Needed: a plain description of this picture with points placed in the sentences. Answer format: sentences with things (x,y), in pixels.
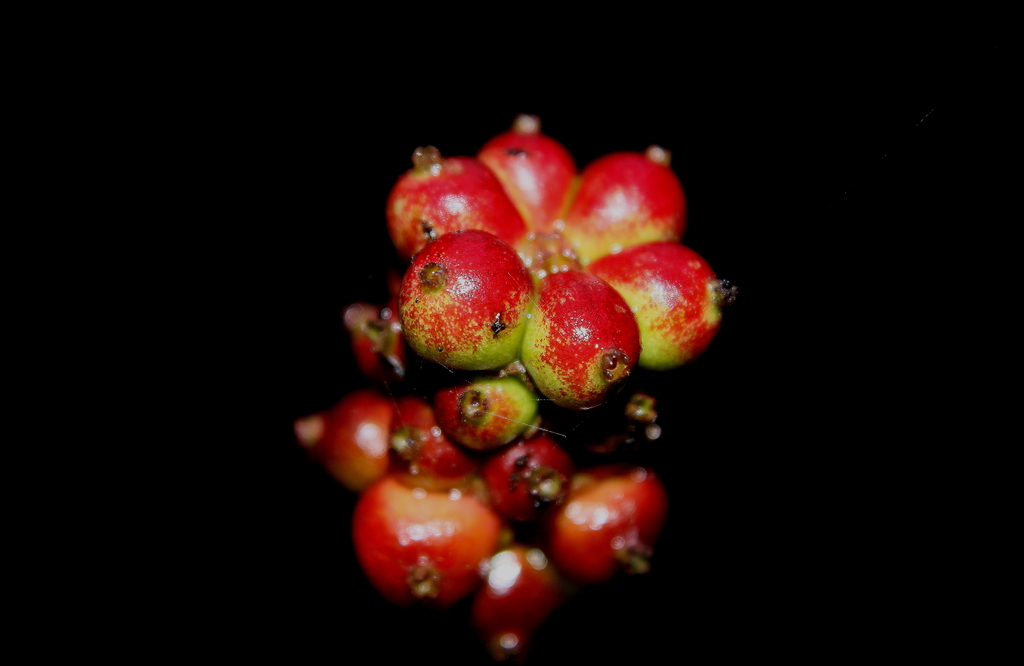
In this image there are a bunch of fruits (517,386), the background of the image (832,549) is dark.
